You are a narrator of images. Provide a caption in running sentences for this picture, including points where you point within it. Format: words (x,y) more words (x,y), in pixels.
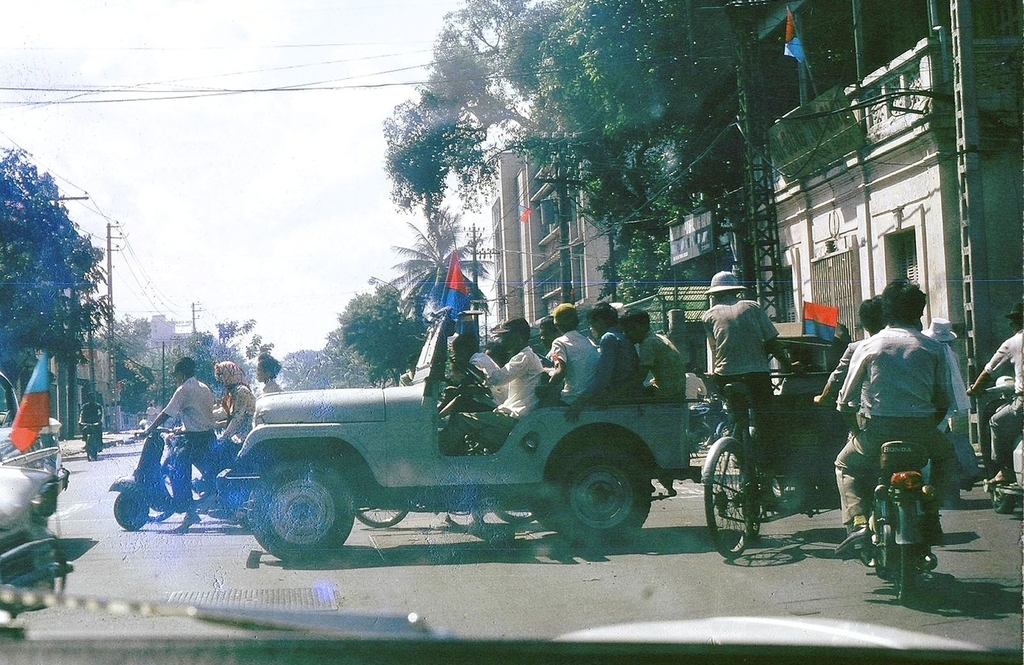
In this vehicles (361,453) are moving on road (242,541), on either side of the road (87,512), there are trees (628,181) buildings (517,251) and electrical poles (478,311).
